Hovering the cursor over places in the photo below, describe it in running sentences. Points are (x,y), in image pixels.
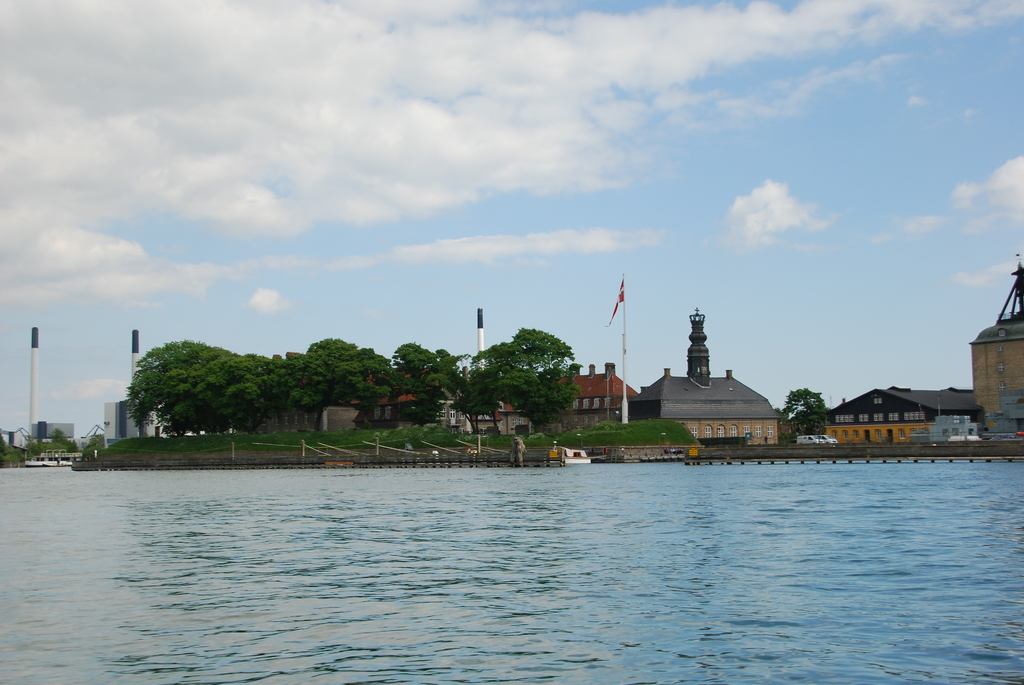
In this image there is the sky (480,183) towards the top of the image (581,142), there are clouds (545,128) in the sky (413,114), there are buildings (673,394), there are trees (414,385), there are towers (37,362), there is a pole (626,365), there is a flag (623,287), there are vehicles (824,436) towards the right of the image (806,439), there is grass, there is water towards the bottom of the image (490,585).
